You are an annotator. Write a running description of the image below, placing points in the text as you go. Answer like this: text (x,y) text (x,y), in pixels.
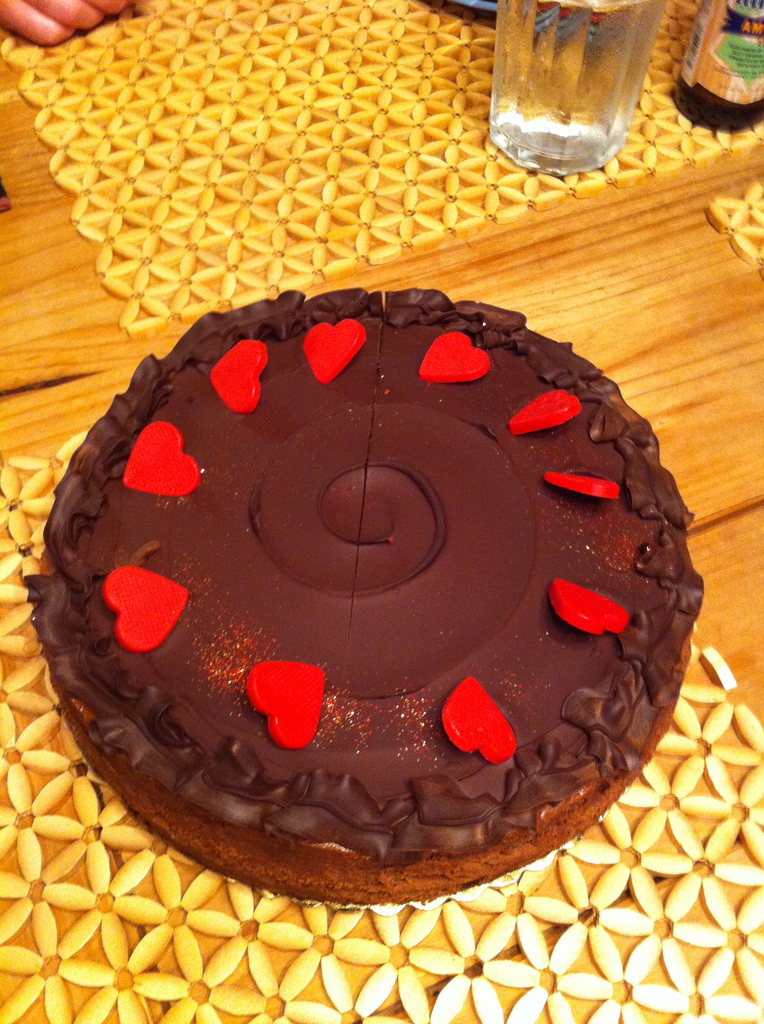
In the image I can see a table (422,979) on which there are two mats (390,146), cake (572,396) and a glass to the side.
